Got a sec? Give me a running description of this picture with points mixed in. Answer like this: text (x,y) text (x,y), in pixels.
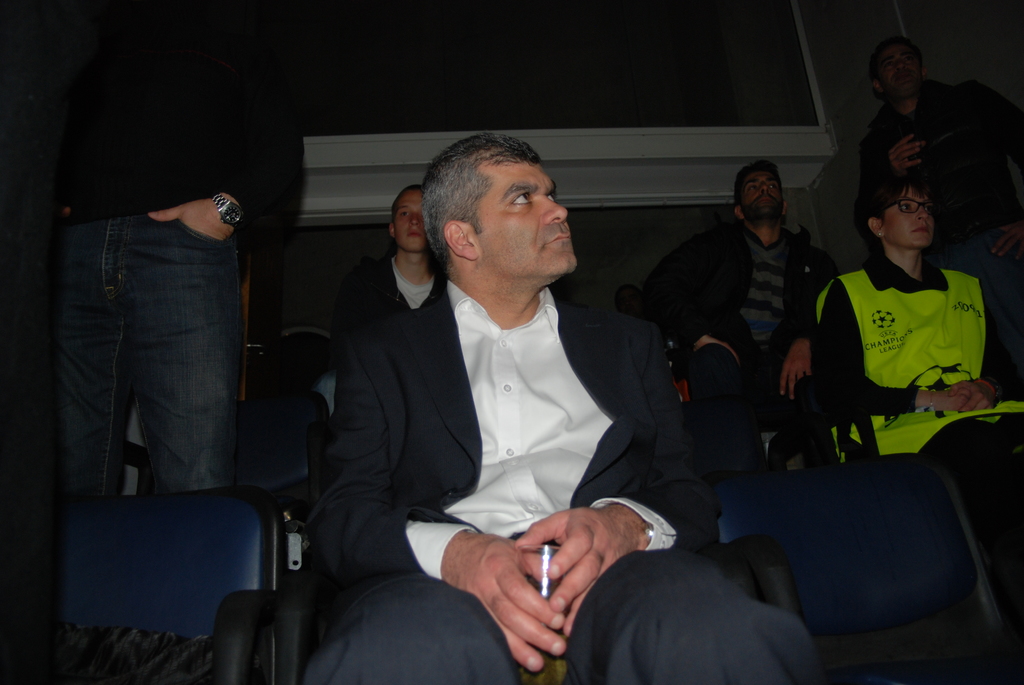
The picture consists of people (551,262) sitting in chairs (836,539). On the right (970,157) there is a person (975,179) standing. On the left (171,139) there is a person (101,303) standing. At the top (587,52) there is a window like object (494,108).
